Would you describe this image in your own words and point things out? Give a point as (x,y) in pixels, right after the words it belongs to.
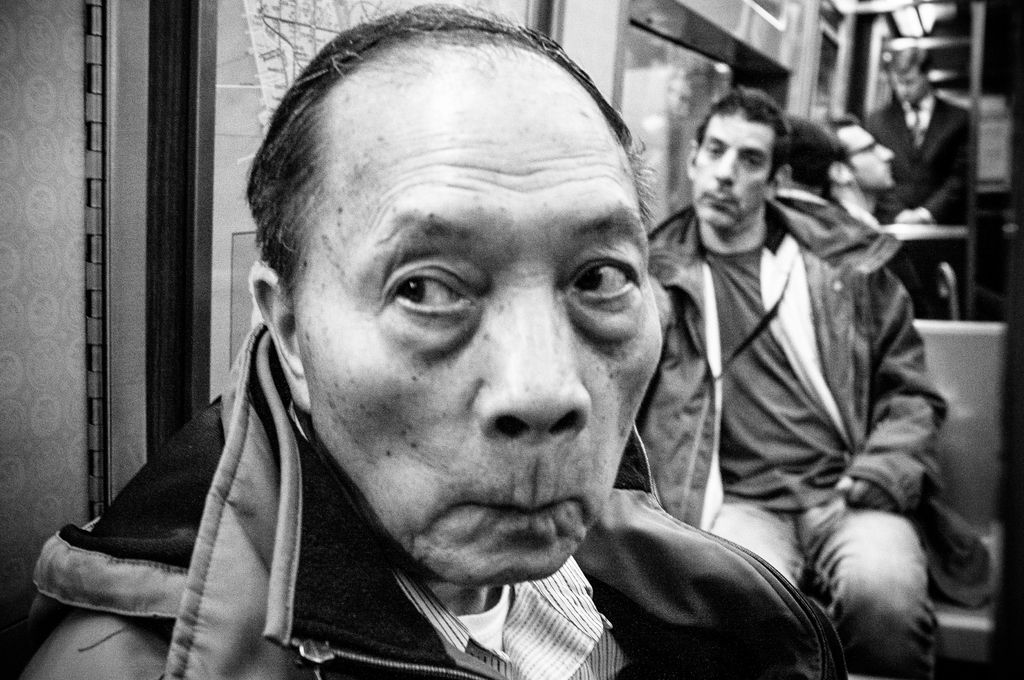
In the picture I can see people (676,327) wearing jackets (694,412). In the background (958,401), I can see the seats (955,348). I can see the image is in black and white color.
